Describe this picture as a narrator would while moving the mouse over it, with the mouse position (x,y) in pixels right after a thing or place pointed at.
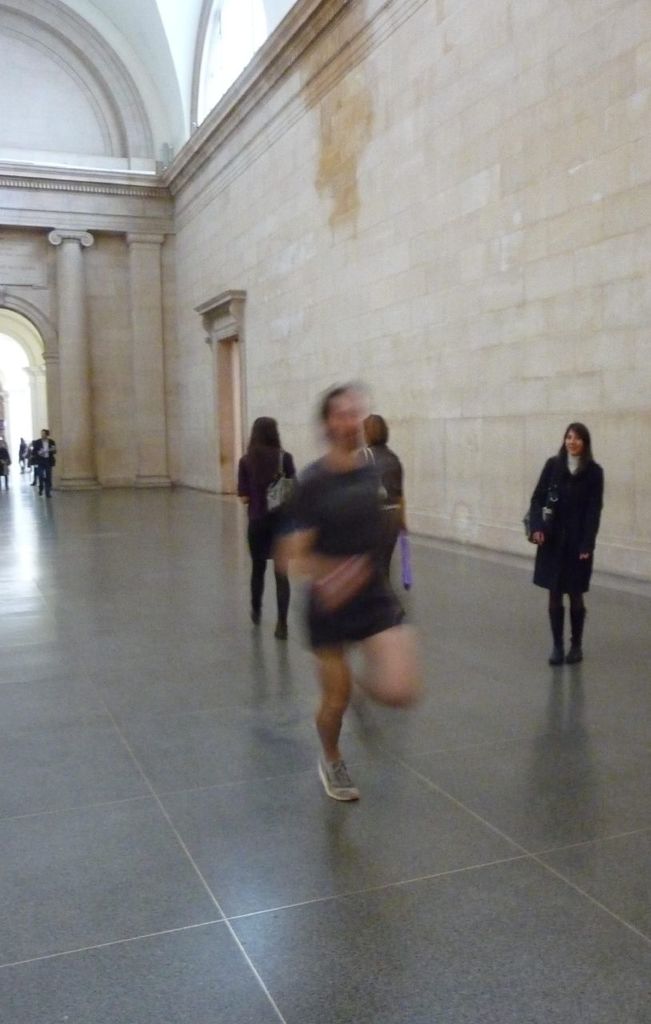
In this picture we can see a group of people (580,593) where some are walking and a person (342,416) running on the floor (140,709), wall (107,482) and in the background (48,343) we can see an arch (37,336).
